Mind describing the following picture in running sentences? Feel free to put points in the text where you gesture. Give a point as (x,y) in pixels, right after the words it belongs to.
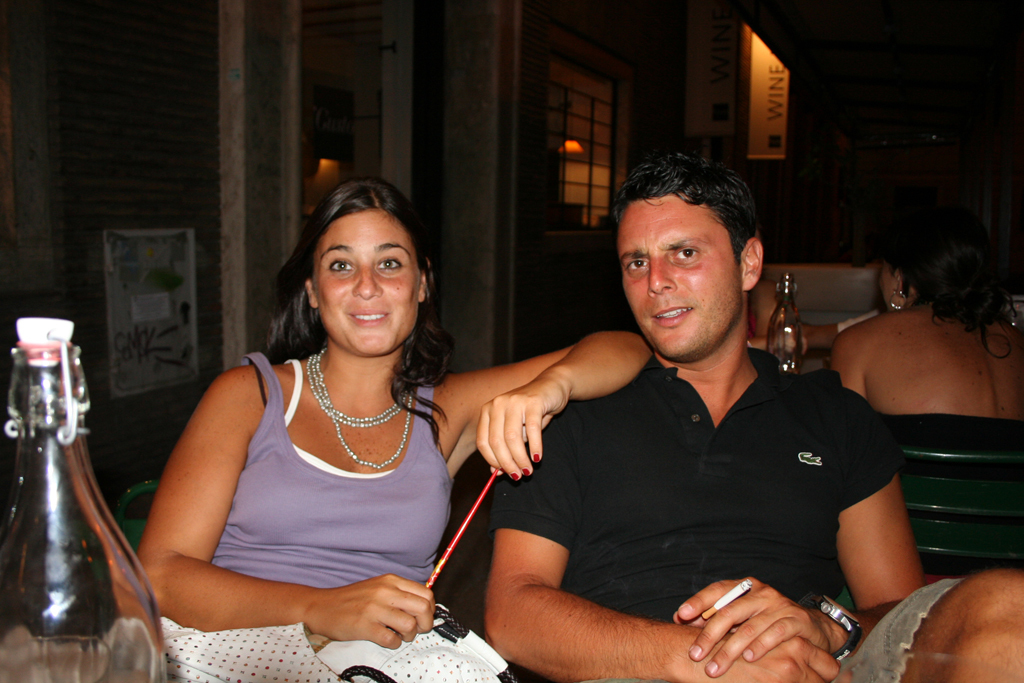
In the image we can see there are people (500,471) who are sitting on chair (948,533) and at the back (901,370) there are other people (904,352) who are sitting.
